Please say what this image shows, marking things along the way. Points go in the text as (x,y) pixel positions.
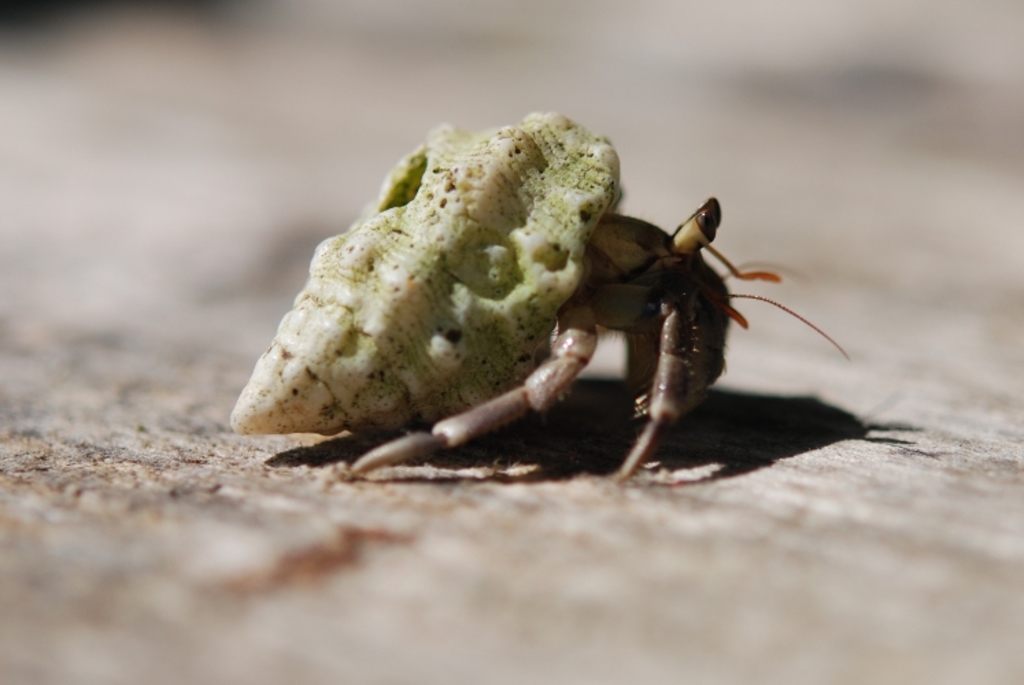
On this surface (266,518) we can see a hermit crab (501,285). Background (267,150) it is blur.
